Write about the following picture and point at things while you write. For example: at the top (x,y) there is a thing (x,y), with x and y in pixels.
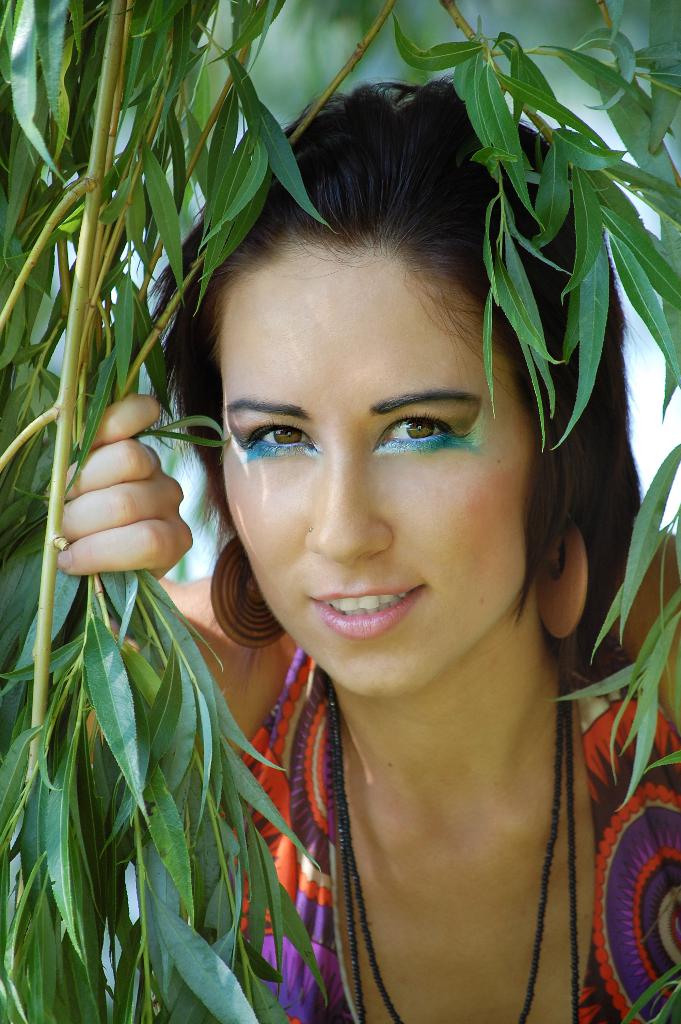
In this picture, we see the woman (401,780) is wearing the violet and red dress (322,923). She is smiling and she is posing for the photo. Beside her, we see the trees (69,757). In the background (677,416), it is in white and green color. This picture is blurred in the background (303,70).
